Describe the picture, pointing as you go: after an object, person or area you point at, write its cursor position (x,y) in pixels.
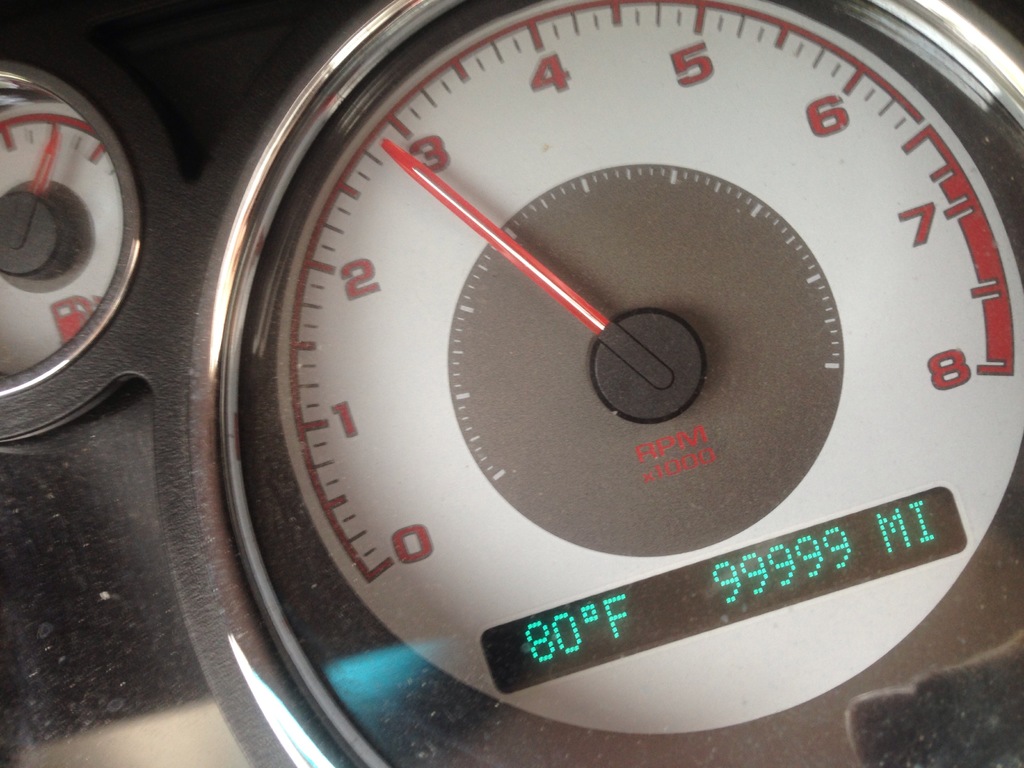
In this picture we can see a vehicle's tachometer (473,291) and fuel gauge (98,255), we can also see a digital display (687,615), there are some numbers (821,560) on the display (680,604).
